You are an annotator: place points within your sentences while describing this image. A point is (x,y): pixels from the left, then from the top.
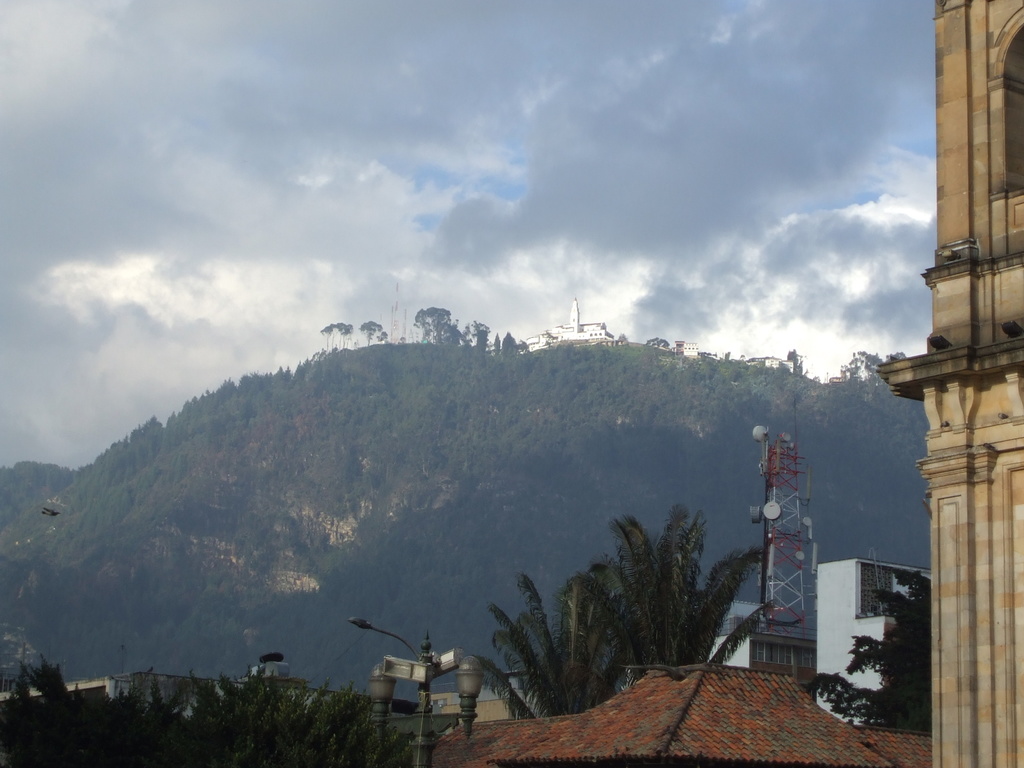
In the image we can see there are buildings (881,759), light pole (431,717), tower (770,549), trees (620,613), mountain (463,546) and a cloudy sky (425,193).
